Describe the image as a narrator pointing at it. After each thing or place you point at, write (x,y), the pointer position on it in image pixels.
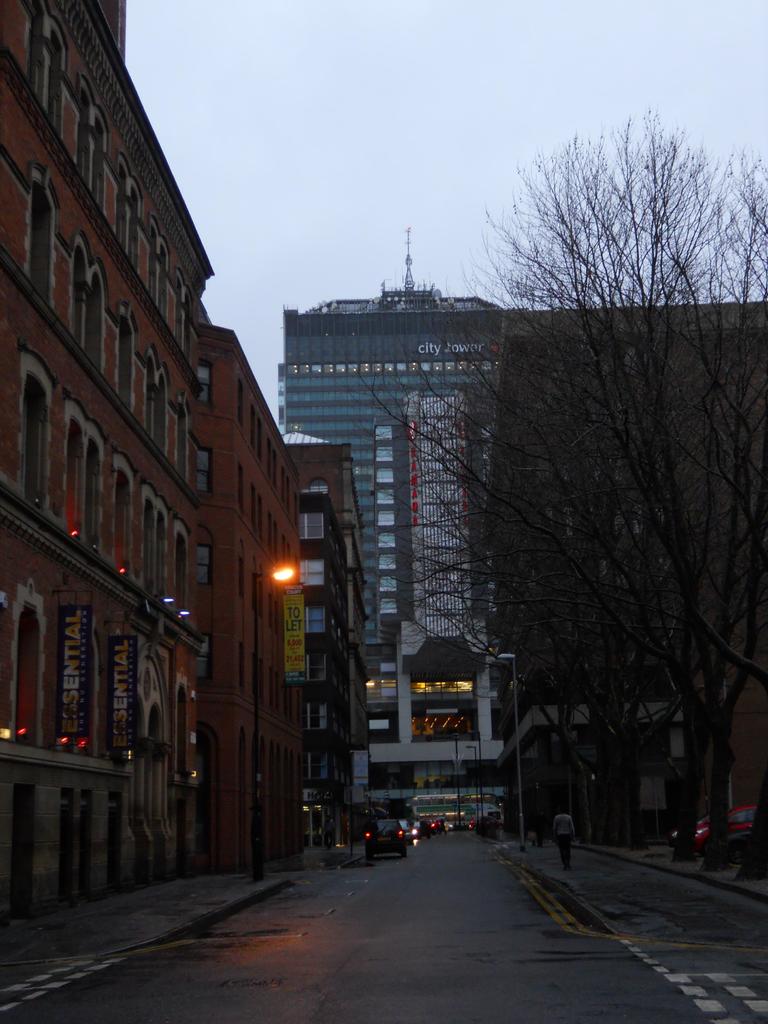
In this picture there are buildings (211,731) on the left side of the image (71,642) and in the background area of the image (759,715), there are trees (759,222) on the right side of the image (561,378), there are cars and people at the bottom side of the image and there are posts (261,832) and poles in the image.
